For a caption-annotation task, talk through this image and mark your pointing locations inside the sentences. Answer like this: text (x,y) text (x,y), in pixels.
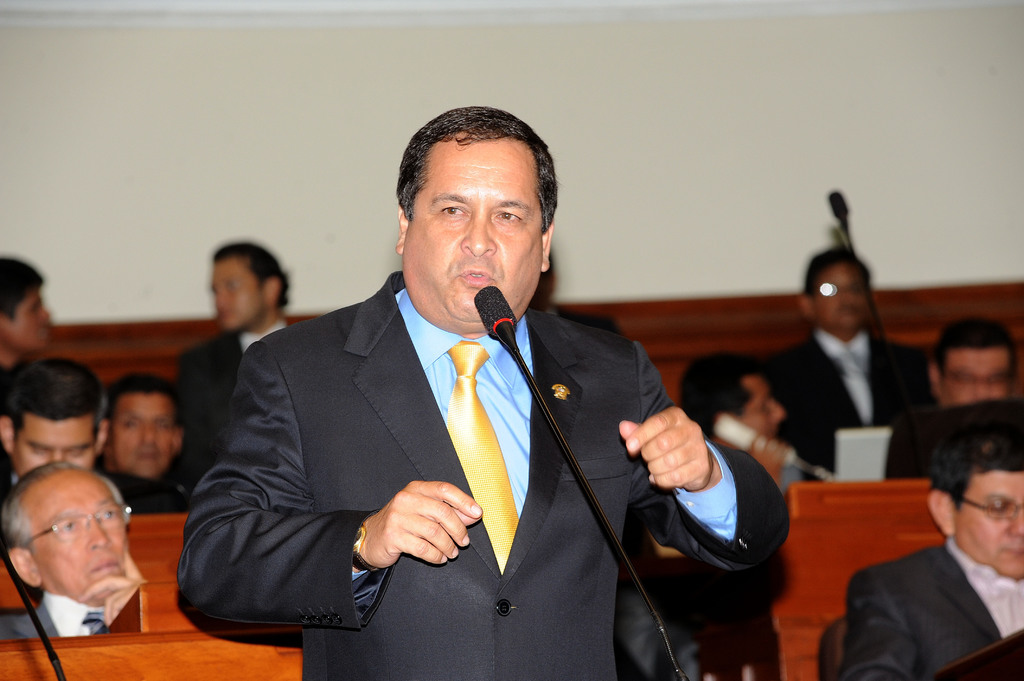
This picture might be taken inside the room (622,320). In this image, in the middle (508,379), we can see a person (518,476) standing and talking in front of a microphone (666,652). On the right side (855,322), we can see a group of people (860,309) sitting on the chair (926,475) in front of the table (990,672), at that table (982,658), we can see a microphone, landline (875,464). On the left side (193,367), we can also see a group of people (144,383) sitting on the chair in front of the table (103,645), at that table (23,639), we can see a microphone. In the background (23,151), we can see a wall (667,235).
